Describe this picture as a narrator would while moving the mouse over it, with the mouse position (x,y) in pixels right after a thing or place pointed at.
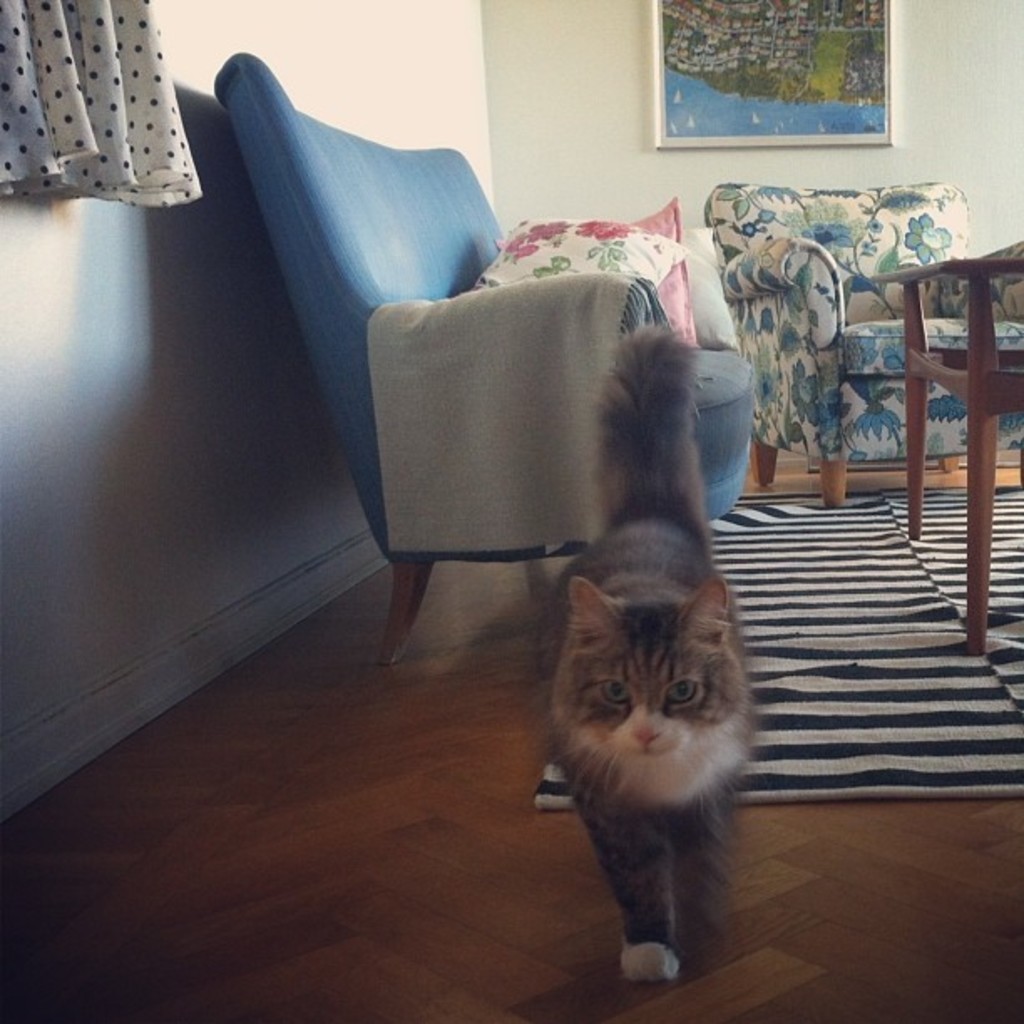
In this picture we can see a cat (687,693) and in the background (407,430) there is a couch (473,189) with some pillows (549,240), there is a sofa (852,275) here a table (988,459) and a wall (972,28) with photo frame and we can see a curtain (77,146).
